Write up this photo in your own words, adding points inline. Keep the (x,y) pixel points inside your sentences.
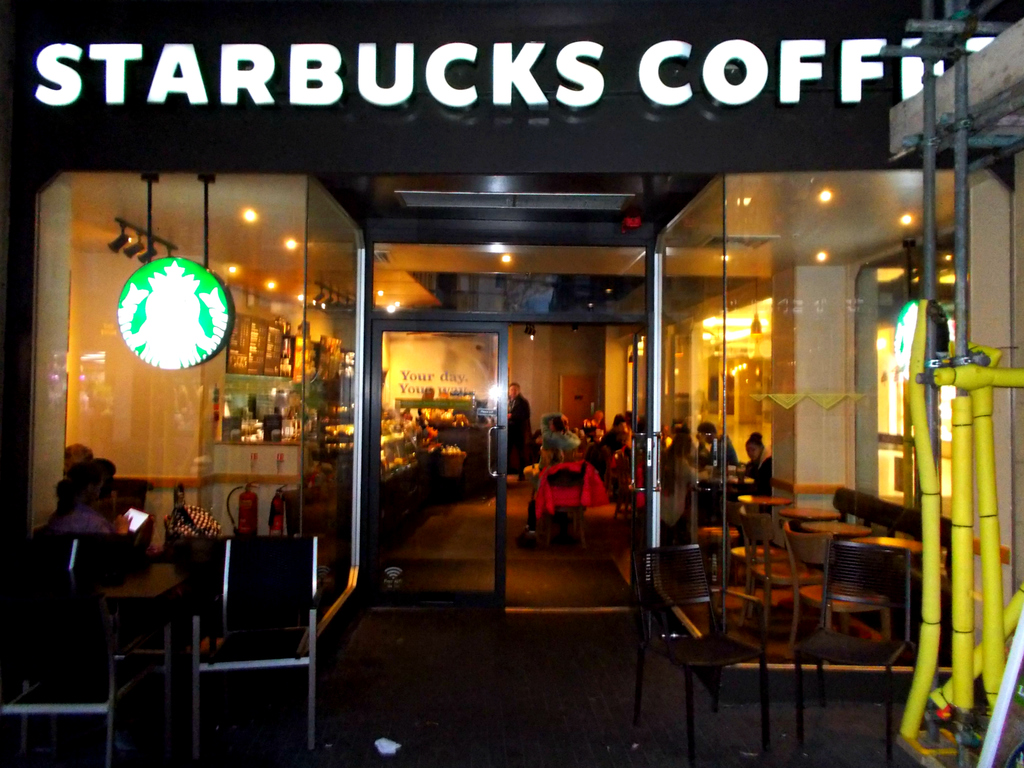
It is looking like a restaurant (669,655). Here I can see some tables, chairs (821,589) and few people (695,473) are sitting on the chairs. In the middle of the image (433,496) there is a door (485,574). On the left side (286,401) I can see a rack (313,426) in which few objects (295,429) are placed. On the top of the image (453,84) there is a board (172,84).
